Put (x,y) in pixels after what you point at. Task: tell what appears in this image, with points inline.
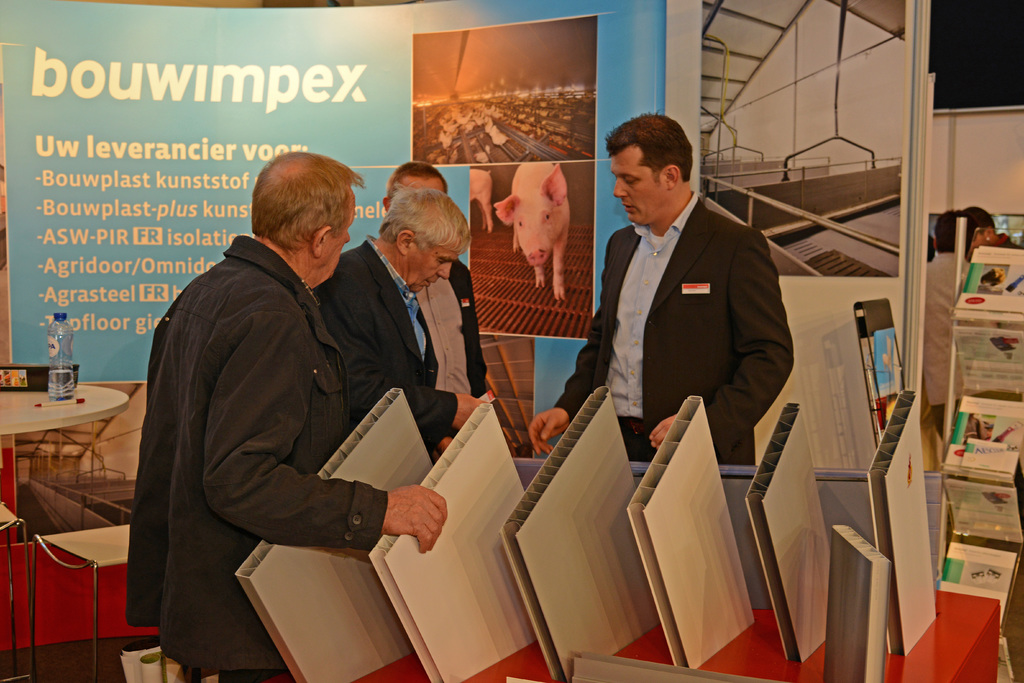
In this image there are four persons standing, there are some objects (423,623) on the tables (942,602), and in the background (971,524) there are boards (825,208) and some other items (945,555).
